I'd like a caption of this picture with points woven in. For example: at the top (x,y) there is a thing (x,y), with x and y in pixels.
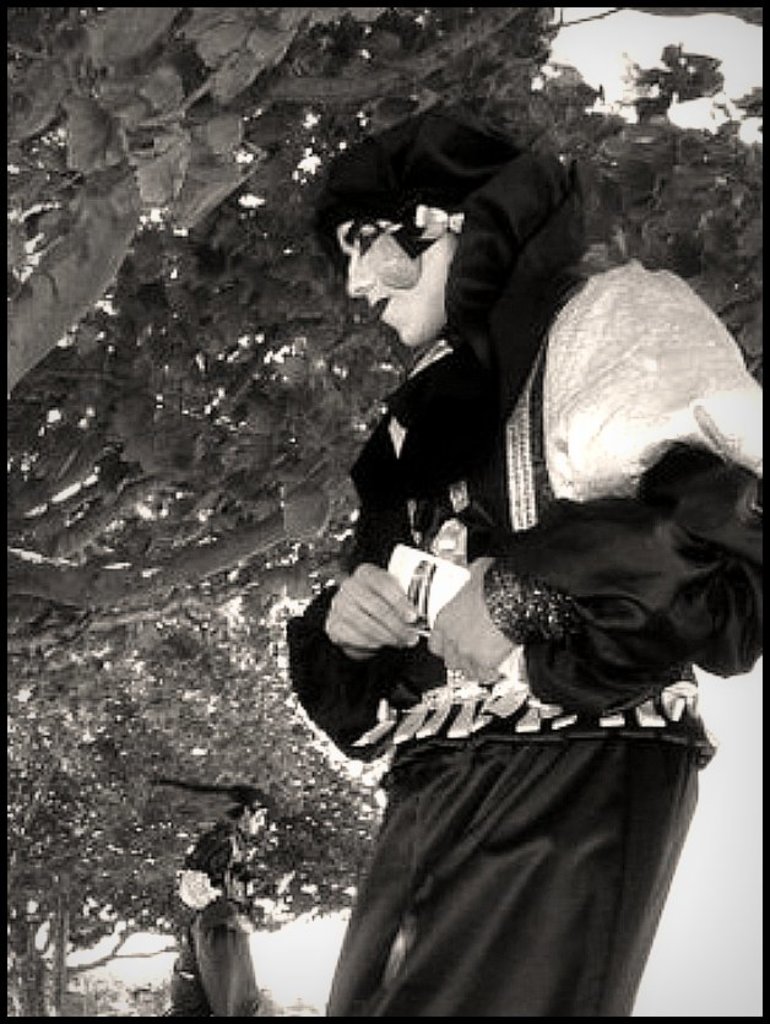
In this image on the right side (526,249) there is one person (425,468) who is wearing some costume (413,521) and holding something, and on the left side (200,900) there is another person (210,894) and some object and trees (169,635).
